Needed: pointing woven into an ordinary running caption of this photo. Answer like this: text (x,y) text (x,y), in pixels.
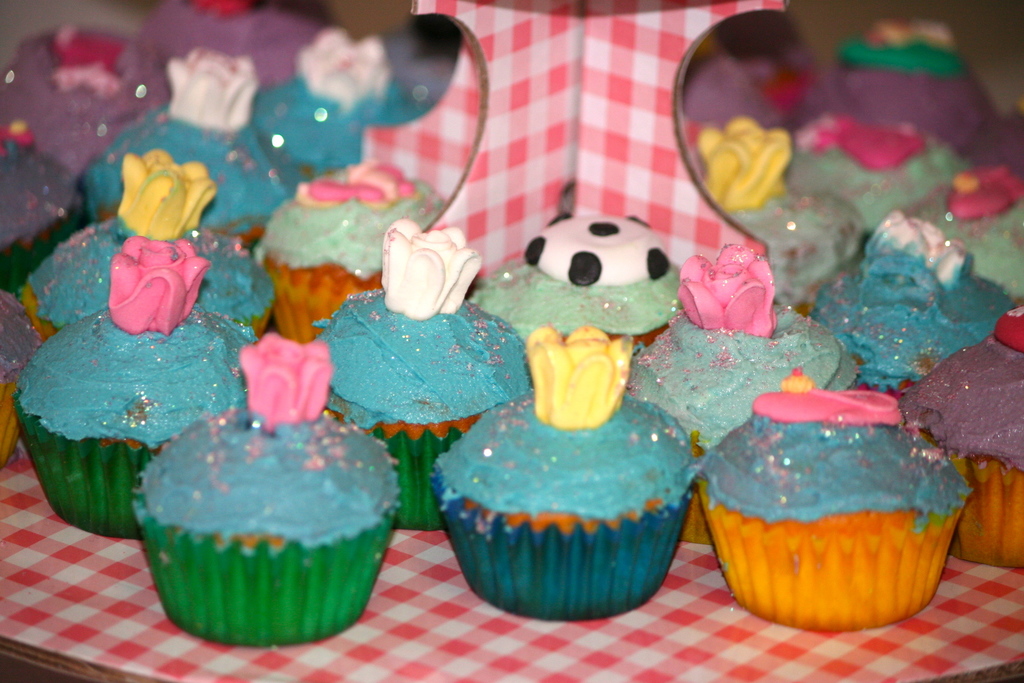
In this picture we can see some cupcakes (314,319), at the bottom (43,645) there is wooden surface (10,654).
